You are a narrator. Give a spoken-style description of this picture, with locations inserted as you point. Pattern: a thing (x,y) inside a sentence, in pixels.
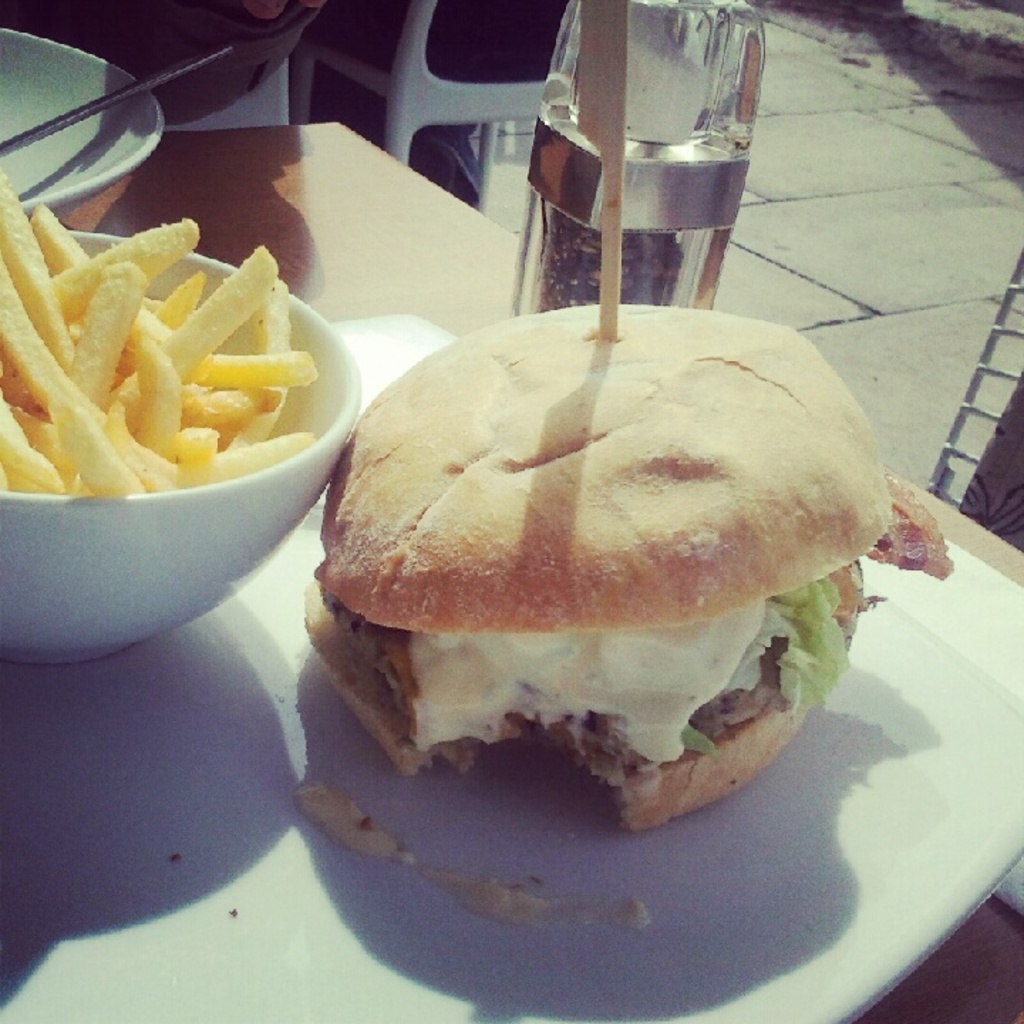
In this picture there is a burger (551,589) and french fries (252,452) in the bowl (202,454) which is placed on the wooden table top (432,288).
